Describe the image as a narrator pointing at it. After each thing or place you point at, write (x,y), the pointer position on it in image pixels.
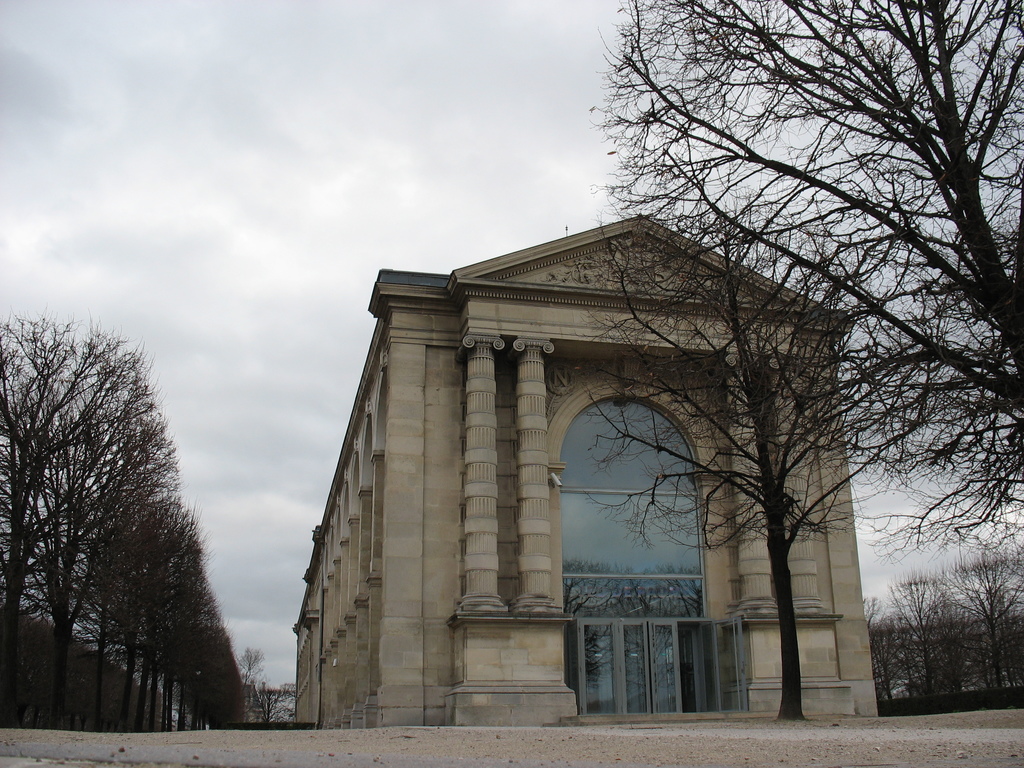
In this picture we can see a building (656,594) in the middle (509,507), on the right side (943,635) and left side (68,481) there are trees (19,593), we can see the sky (297,208) at the top of the picture (359,139).
